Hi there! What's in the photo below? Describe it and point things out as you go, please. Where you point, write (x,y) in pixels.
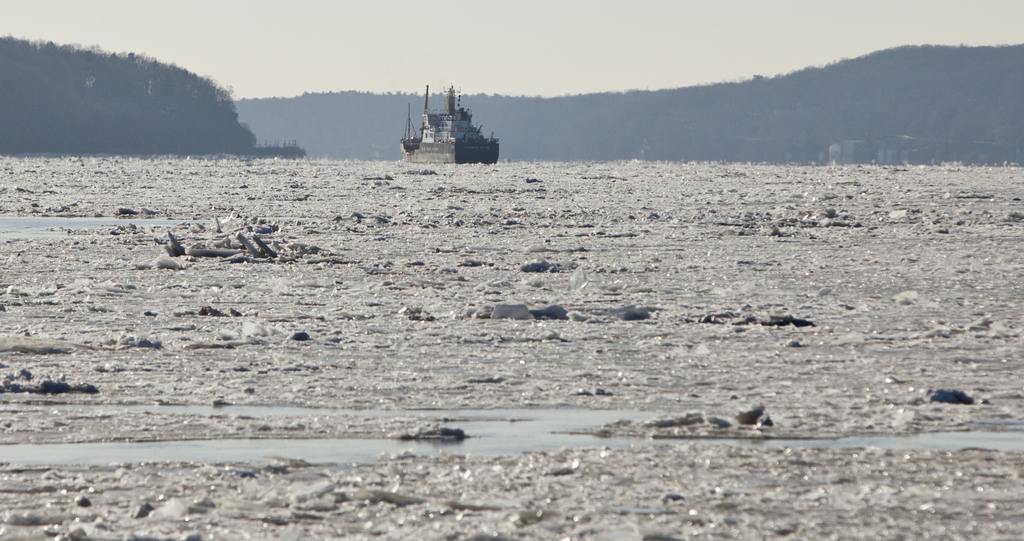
In the picture we can see a water (769,374) with ice glaciers (669,370) and far away from it, we can see a ship (454,127) with some poles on it and behind it, we can see hills (217,136) with trees (328,144) on it and behind it we can see a sky (634,50).
